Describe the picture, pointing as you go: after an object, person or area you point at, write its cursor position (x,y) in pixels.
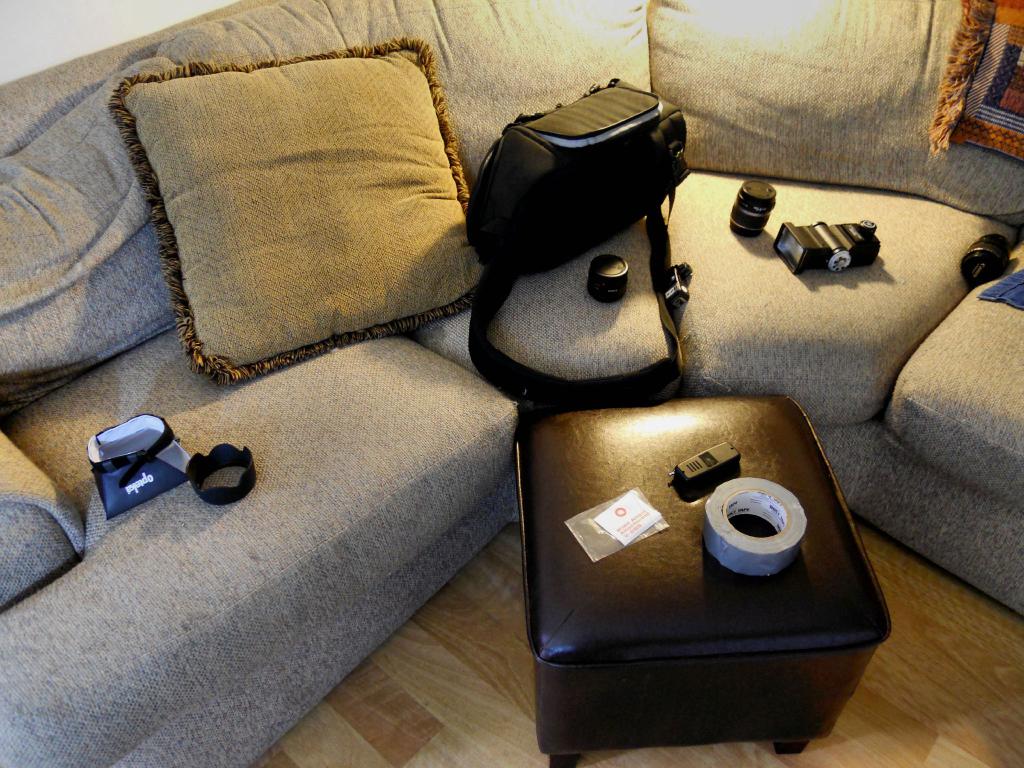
In this picture we can see a sofa (365,565), table (536,491) on the floor (487,666), here we can see bags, pillow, cloth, plaster roll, camera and some objects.
